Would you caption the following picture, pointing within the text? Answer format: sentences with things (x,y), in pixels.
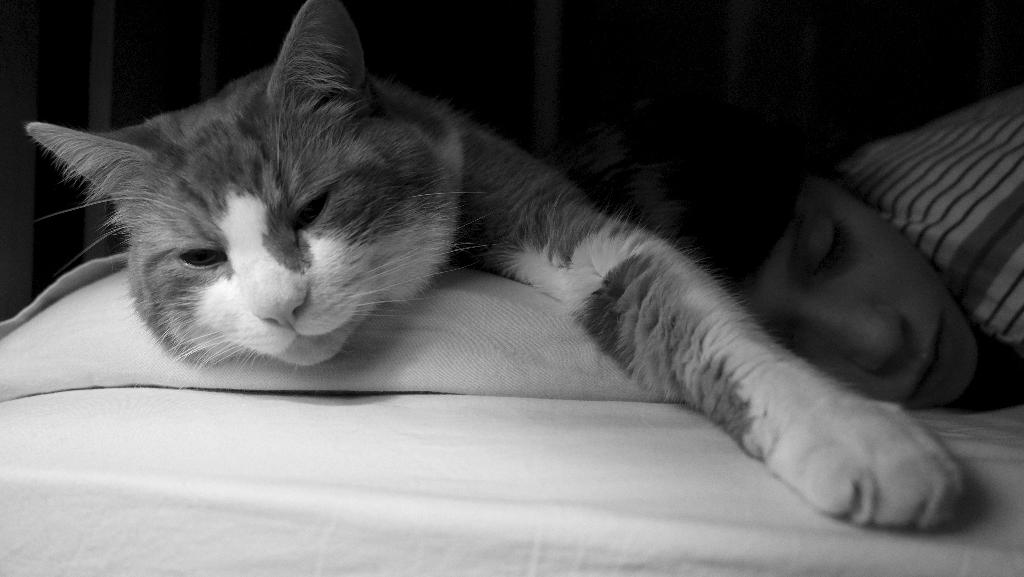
In the image we can see there is a cat (396,231) who is lying on the bed (995,511) with a person (907,302) and the image is in black and white colour.
